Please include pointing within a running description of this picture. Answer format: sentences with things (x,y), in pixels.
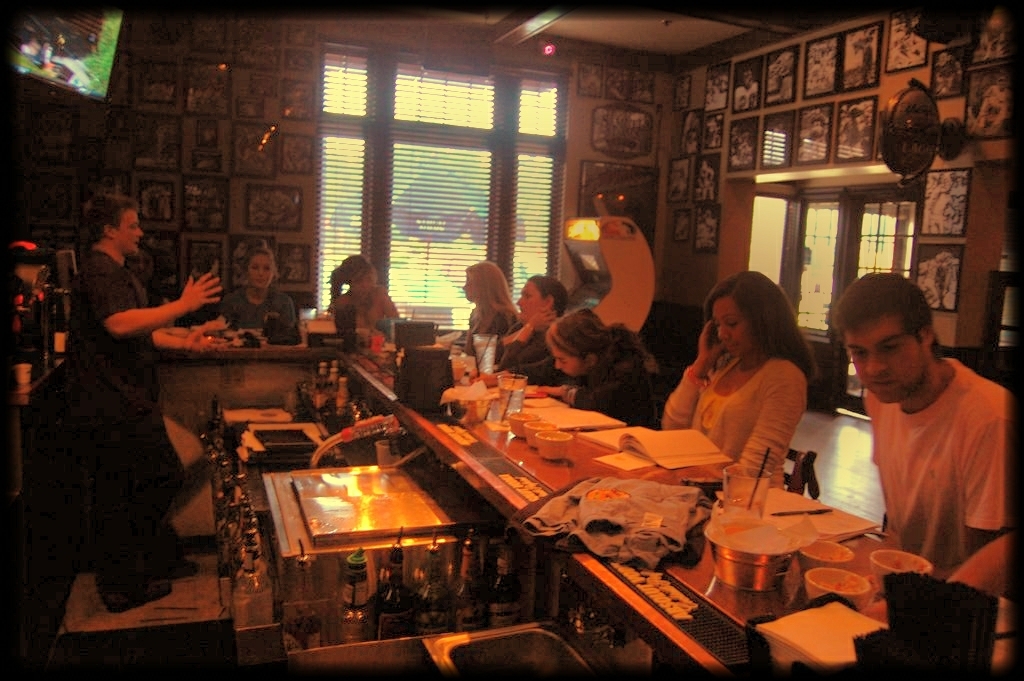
In this image we can see some people (248,302) sitting in front of the table (649,473) and on the table (597,470) we can see glasses (524,391), cups (562,436), bowls (886,569), clothes (654,513), books (561,407) and also papers (775,520). On the left (107,248) there is a person (163,534) standing. Image also consists of many photo frames (172,154) which are attached to the wall (673,135). We can also see the window (390,145).
